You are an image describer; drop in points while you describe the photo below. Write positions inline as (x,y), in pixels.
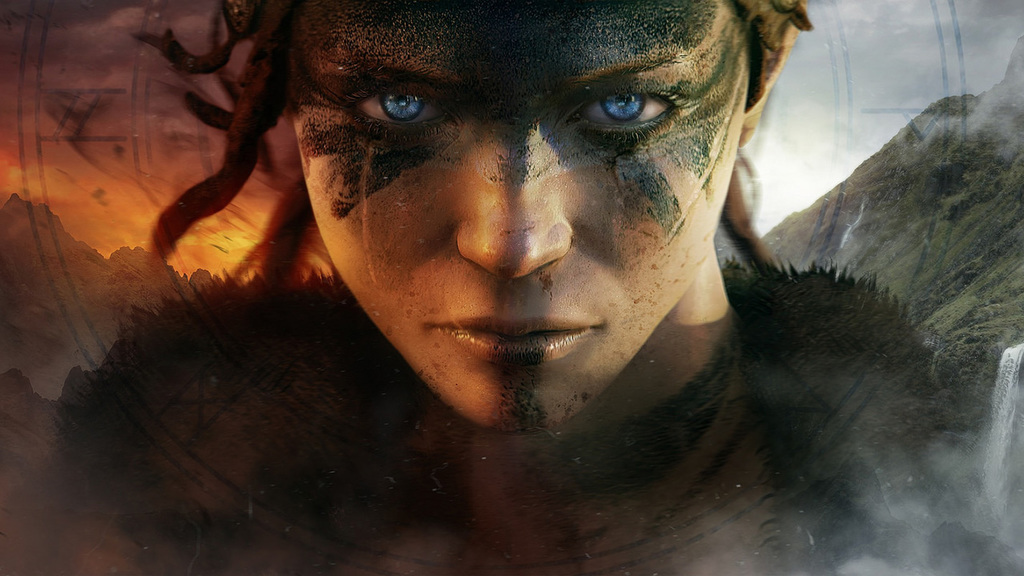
In this image we can see an edited picture of a person (506,273), mountains (163,293), waterfalls (1000,400) on the right side (993,453) and the sky (809,148) in the background (814,118).
